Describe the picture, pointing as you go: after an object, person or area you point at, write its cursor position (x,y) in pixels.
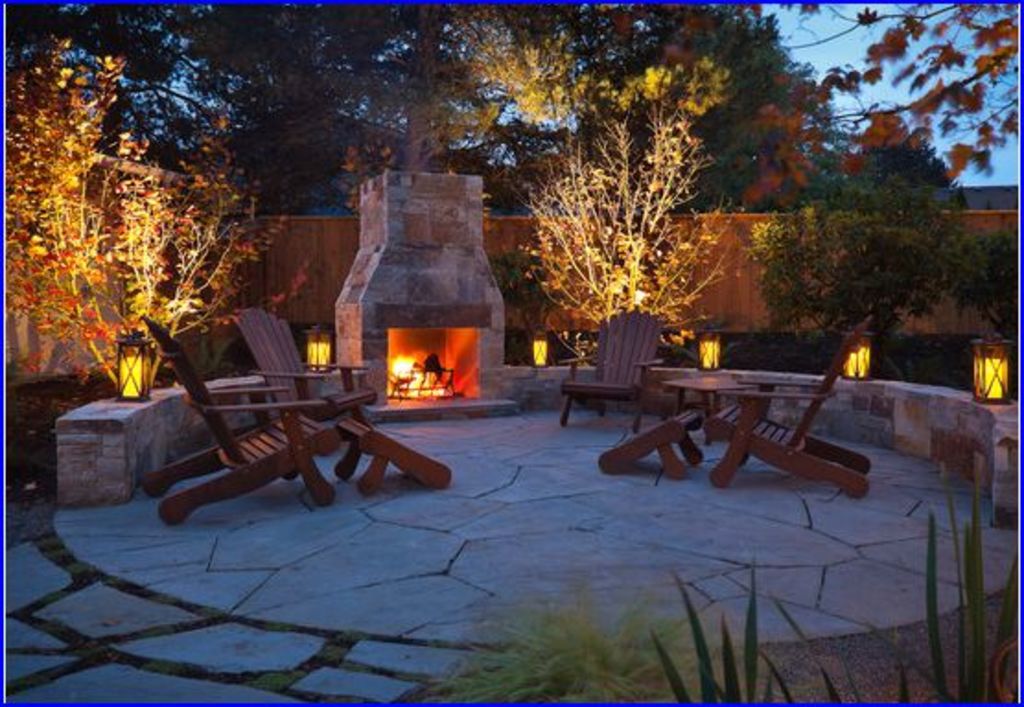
In this image I can see four chairs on the floor (381,513). In the background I can see a fence (684,316), lamps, trees (176,319), building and the sky (822,39). This image is taken may be outside the house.
